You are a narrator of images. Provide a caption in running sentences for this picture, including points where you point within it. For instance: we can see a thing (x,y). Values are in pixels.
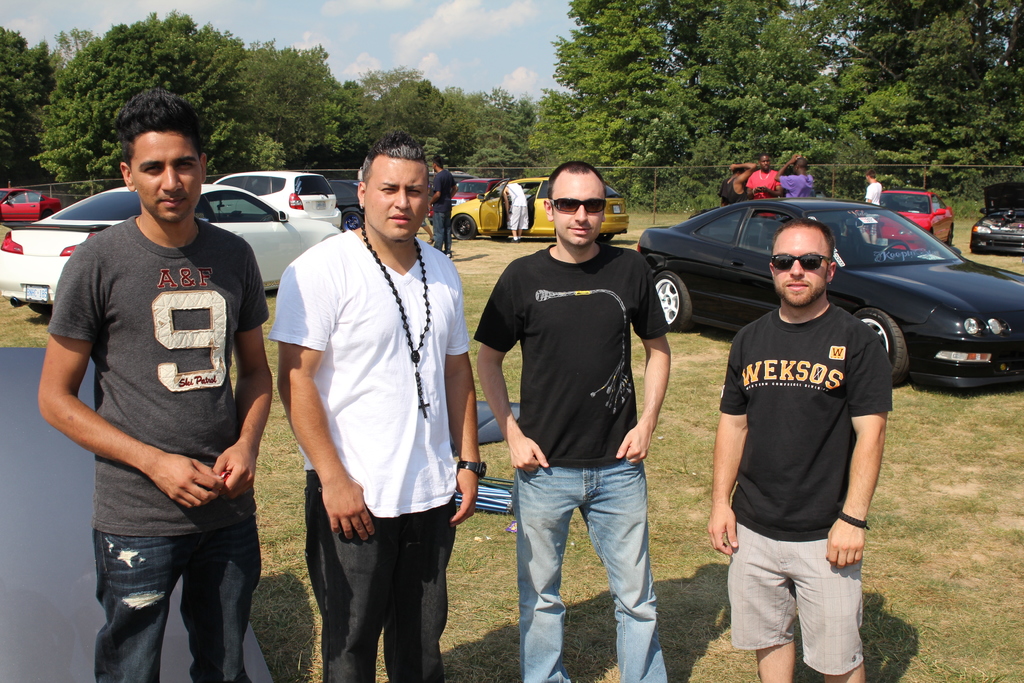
In this picture I can see there are four people (613,408) standing here and there wearing t-shirts (757,468) and in the backdrop (855,296) there are few cars (60,247) and few other people (438,205) standing here and there are trees (604,26) and sky (291,8) is clear.
